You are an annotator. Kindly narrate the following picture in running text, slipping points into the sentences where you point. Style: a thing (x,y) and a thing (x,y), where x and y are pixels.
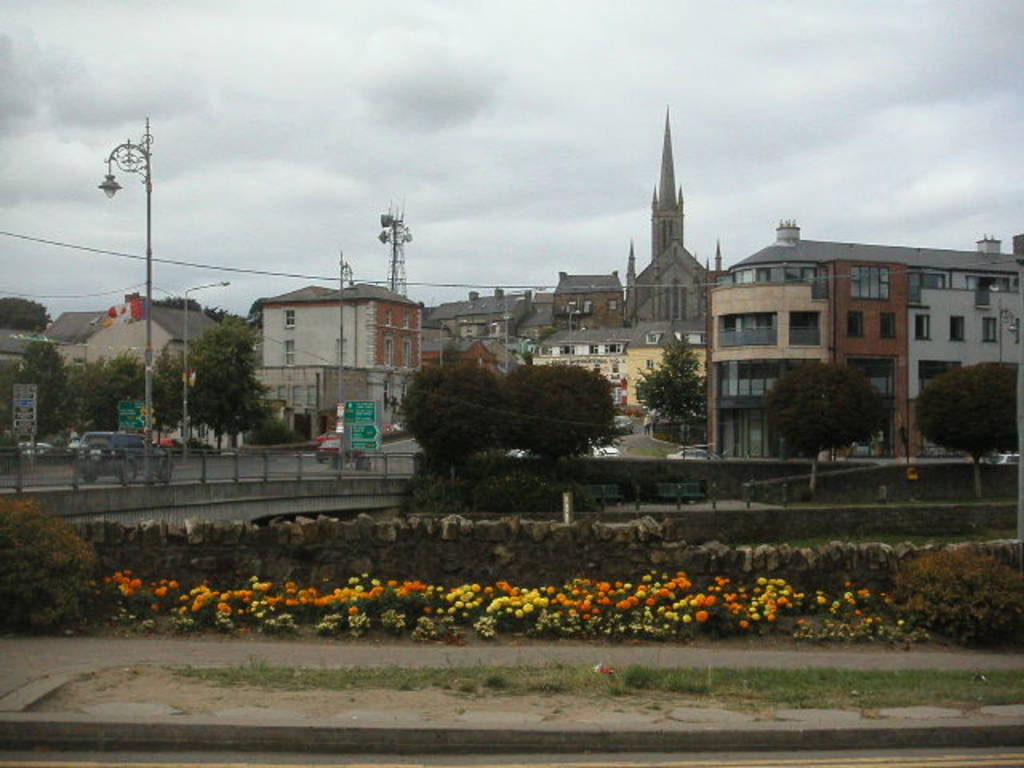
In this image there are buildings (970,286) and trees (494,434). We can see poles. At the bottom (272,616) there are shrubs (446,604) and we can see flowers (507,604). On the left (237,489) there is a bridge (217,475) and we can see vehicles (96,465) on the bridge (293,480). There are boards (368,435). At the top (497,130) there is sky (750,154).
